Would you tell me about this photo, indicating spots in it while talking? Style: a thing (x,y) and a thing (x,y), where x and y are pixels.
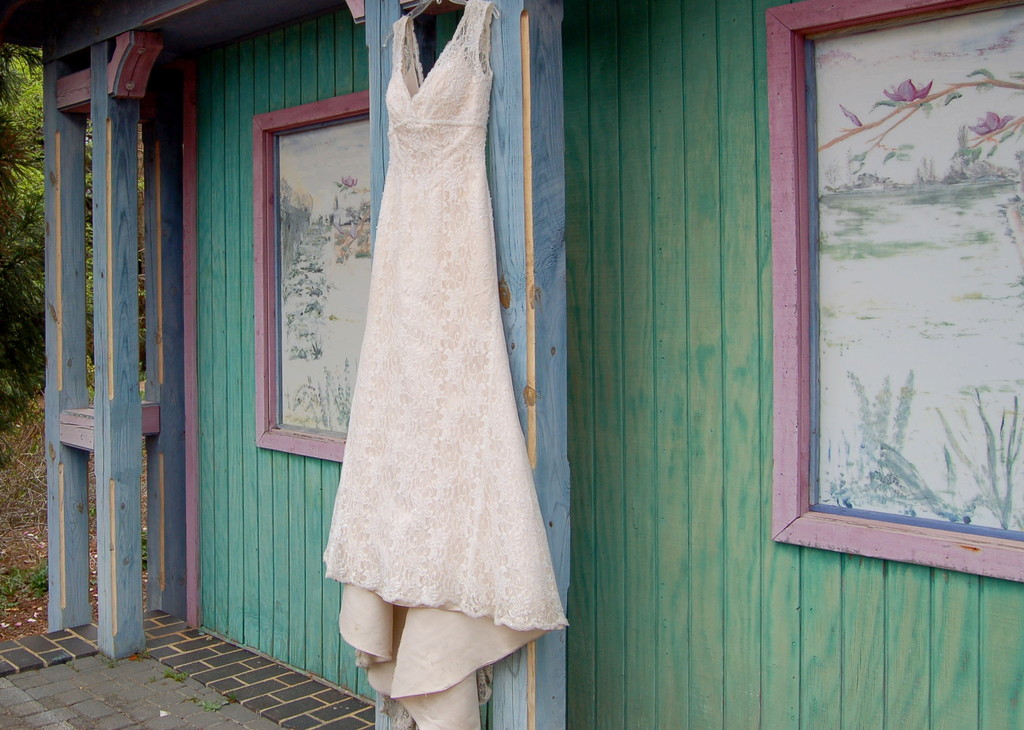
In this image we can see a frock (430,159) with a hanger (446,11). We can also see the wall (665,236) and also windows (930,255) with the painting (895,255). At the bottom (194,662) we can see the land (114,674). We can also see the trees (40,348) on the left (31,360).
